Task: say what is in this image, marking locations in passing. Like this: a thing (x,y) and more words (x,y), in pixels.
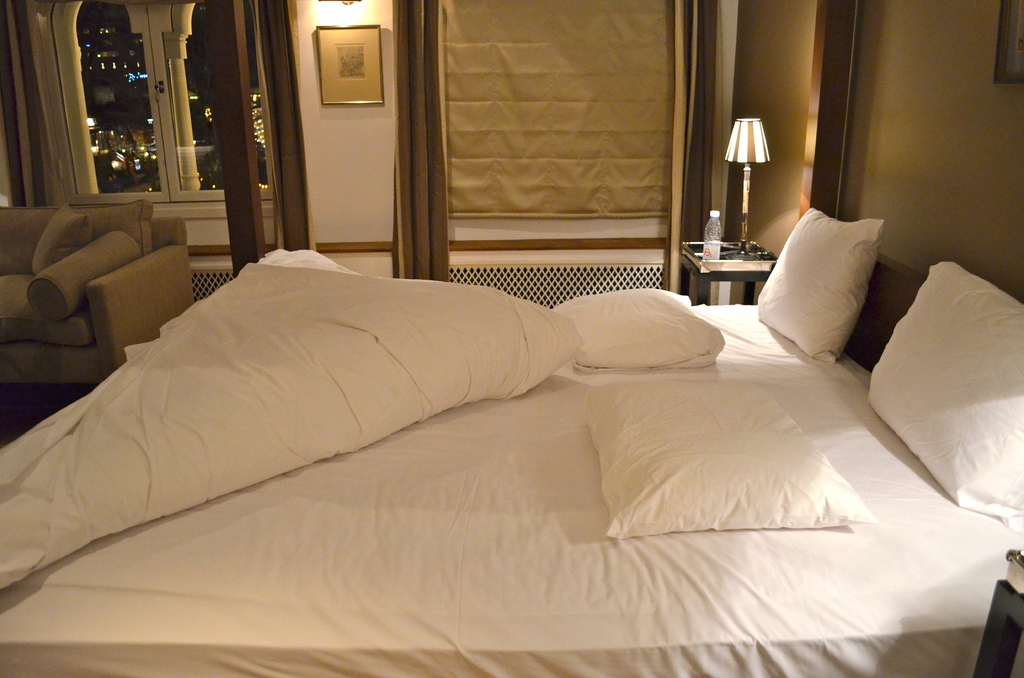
In this image i can see inside view of a room (609,250), and there is a bed (357,468), on the bed (547,329) there are some pillows (677,353) and back side of the bed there is a wall (916,123), beside it there a table (699,264), on the table (731,273) there is a lamp (758,145) and bottle (717,210). on the left side (7,258) i can see a sofa set (81,264) and there is a window (161,109) and there is wall (353,116) and a photo frame (371,94) attached to the wall (362,151).
